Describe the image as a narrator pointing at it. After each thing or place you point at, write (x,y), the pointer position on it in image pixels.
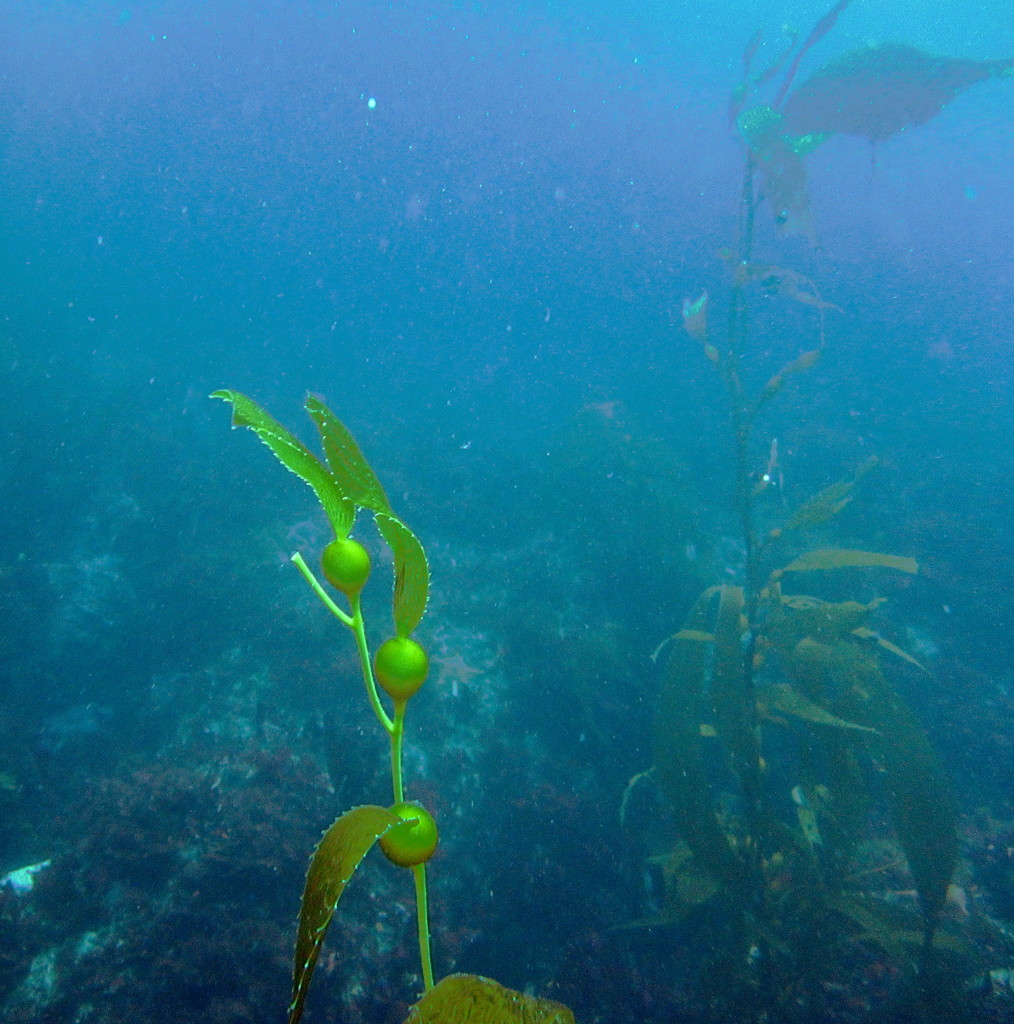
In this picture I can see the inside view of the water (393,96) and I can see the plants (746,525) in front (334,575).
